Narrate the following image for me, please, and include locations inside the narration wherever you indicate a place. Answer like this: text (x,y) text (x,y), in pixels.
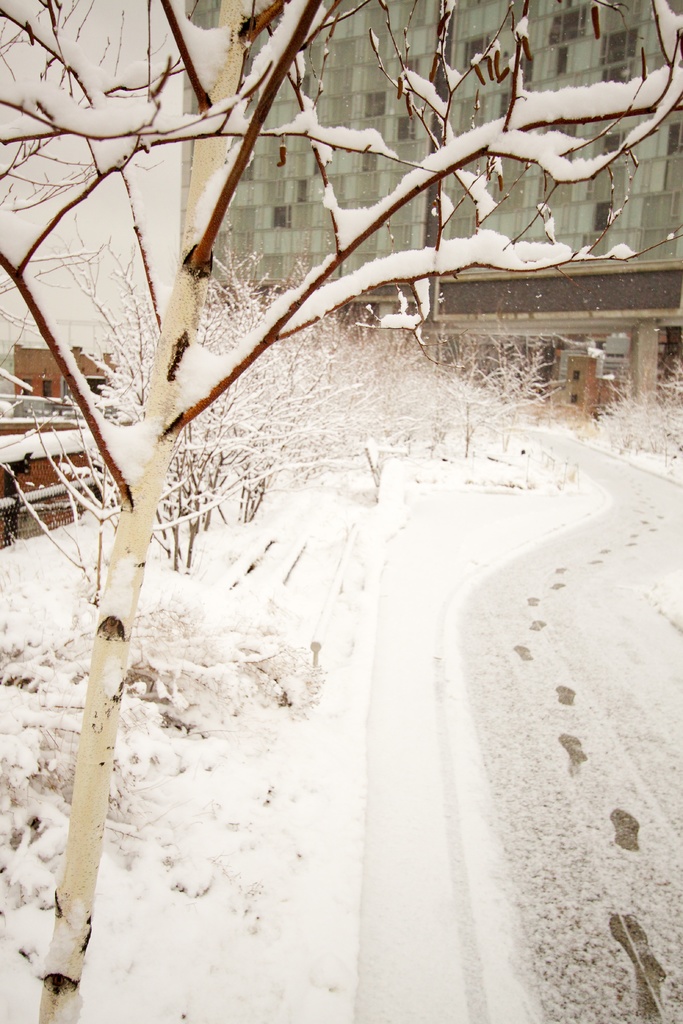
There is a snow (340,487) as we can see on the trees (153,442) and a road (537,631) at the bottom of this image (388,778), and there is a building (419,202) in the background (389,183).
